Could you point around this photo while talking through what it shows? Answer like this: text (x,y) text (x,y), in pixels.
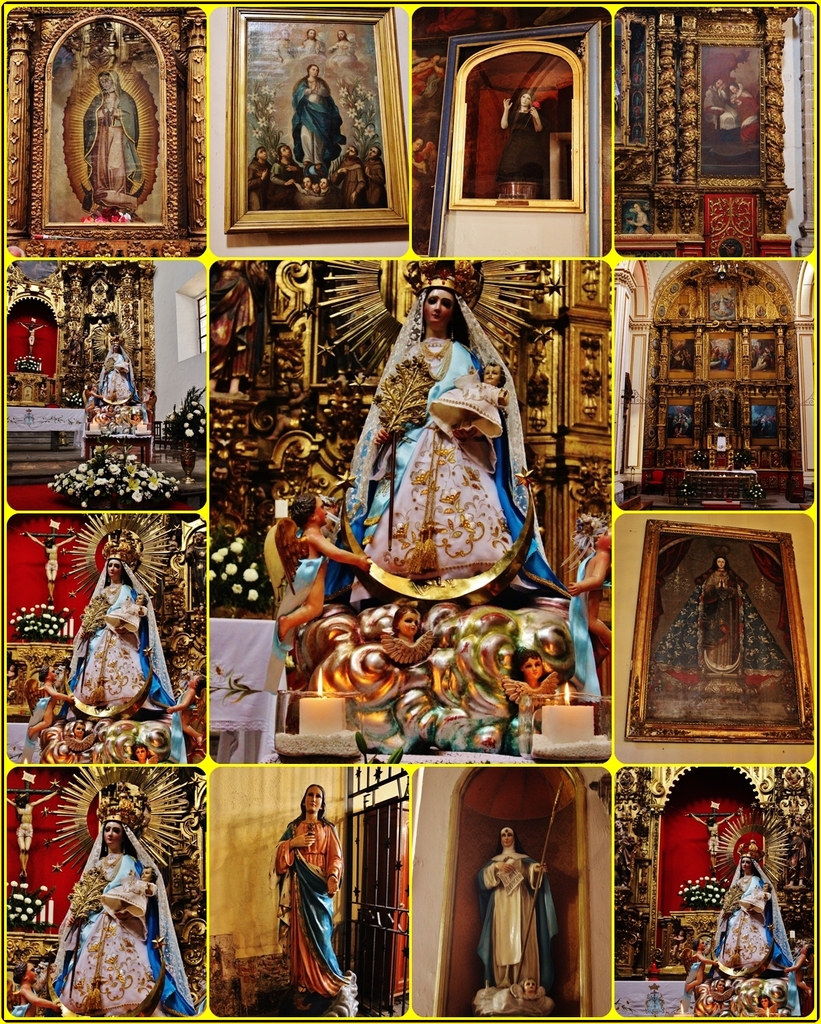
In the image I can see the collage of some pictures (476,464) in which there are some frames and pictures (369,576) of a person (437,412).
